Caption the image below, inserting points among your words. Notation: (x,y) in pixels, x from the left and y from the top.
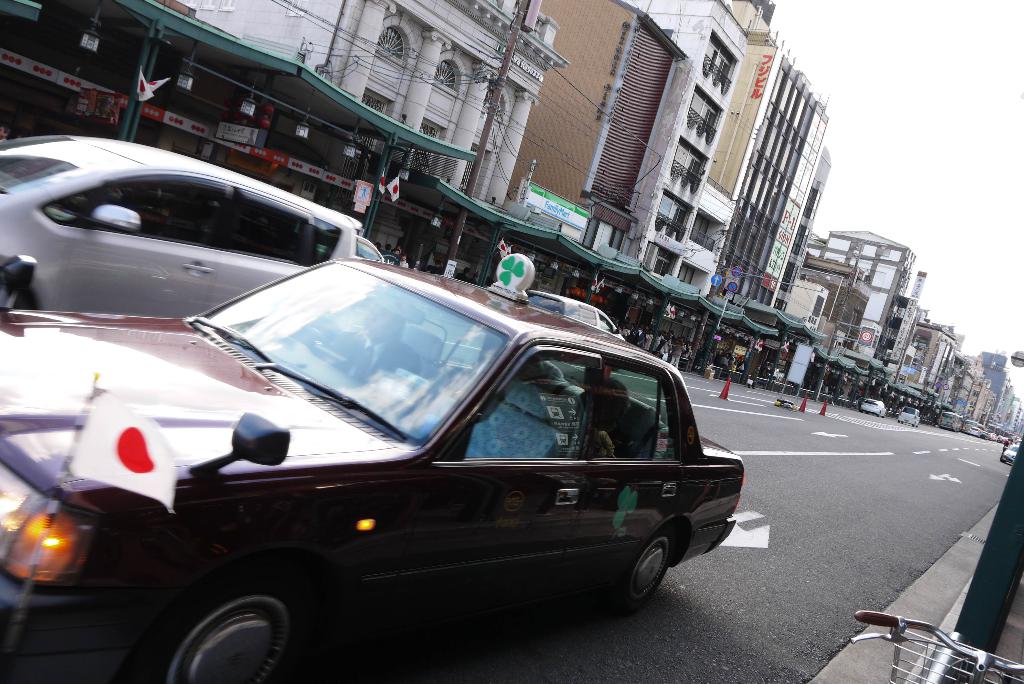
This is a car (485,546) moving on the road (541,627), it is in dark red color. On the left side (105,101) there are selling stores (240,146) and buildings (706,152) in this image.
